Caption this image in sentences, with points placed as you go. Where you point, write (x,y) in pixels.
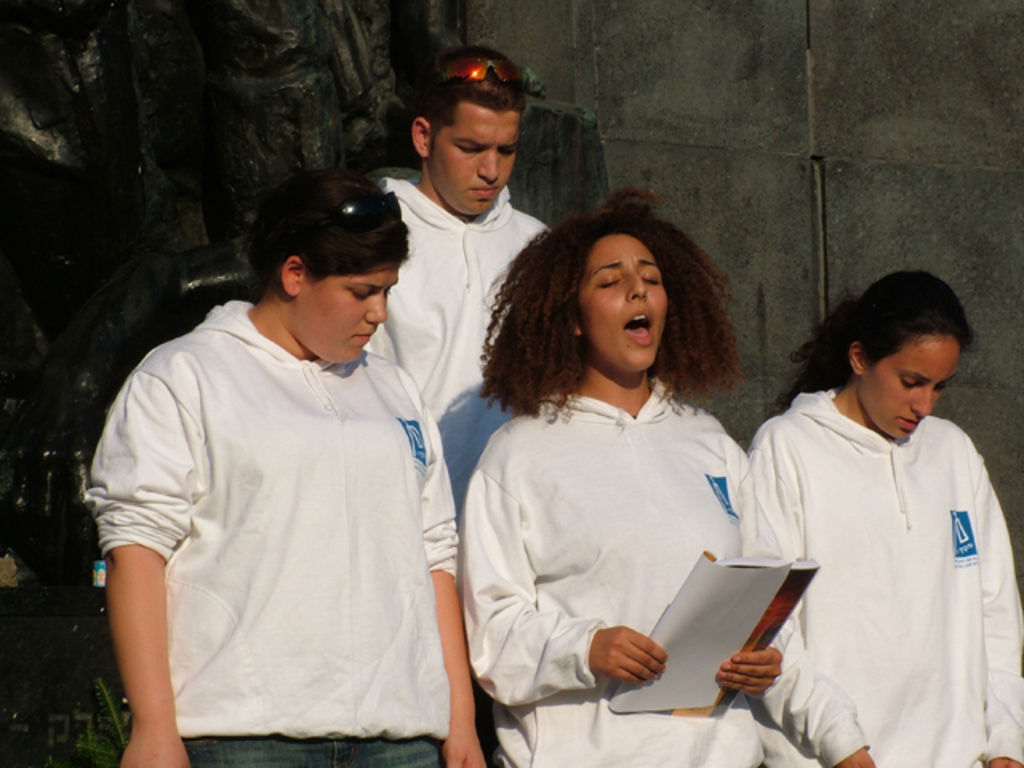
In this image there are four people (696,391) standing, a person (716,537) holding a book (677,609), wall (746,126).
